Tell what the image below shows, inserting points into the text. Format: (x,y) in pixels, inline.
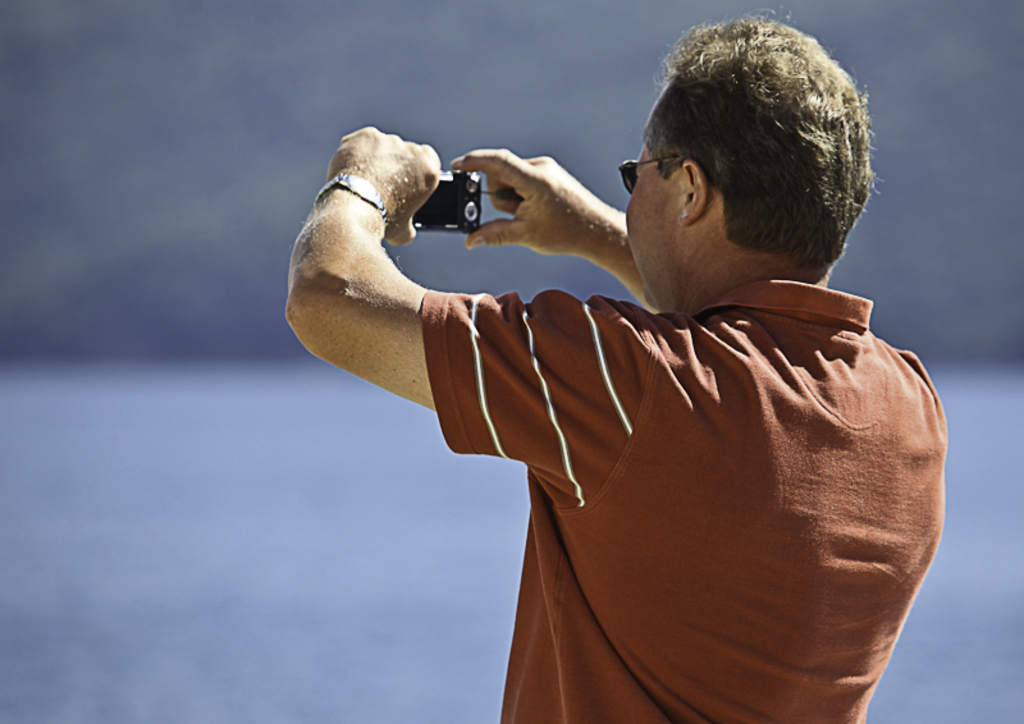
In the center of the image (615,426) we can see one person (695,461) is standing and he is holding a camera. And he is wearing sunglasses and he is in the brown color t shirt (736,553). In the background (614,143), we can see it is blurred.
